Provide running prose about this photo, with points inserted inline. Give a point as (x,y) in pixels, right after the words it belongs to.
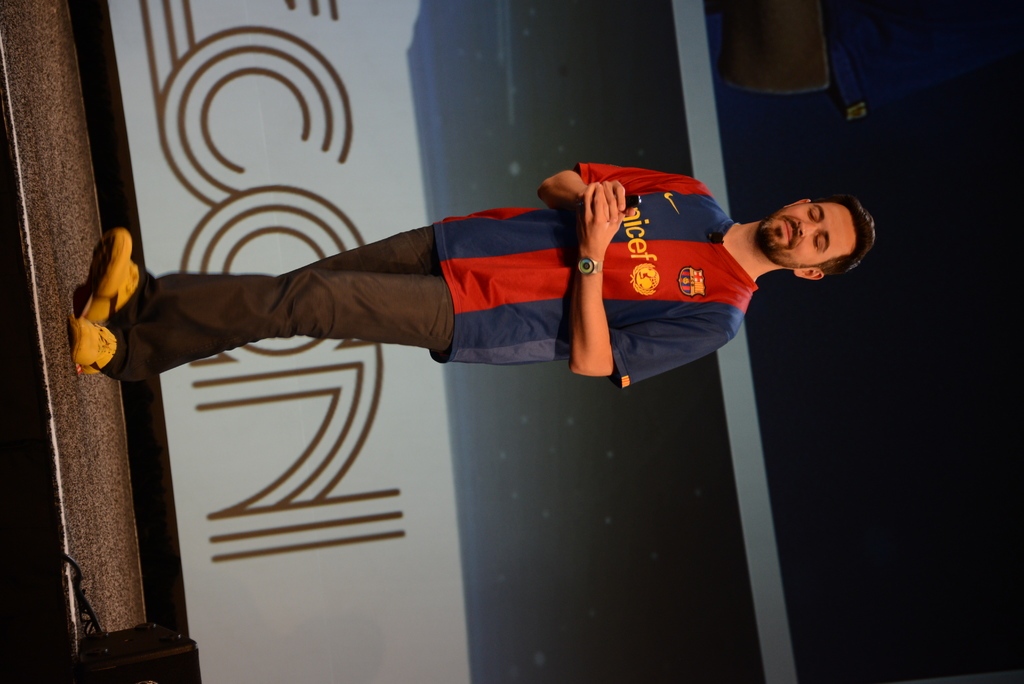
In the middle of the picture (357,276) we can see a person (264,320) walking on the stage (41,315). In the background (703,634) there is a banner (671,124). On the right (992,309) it is dark.
